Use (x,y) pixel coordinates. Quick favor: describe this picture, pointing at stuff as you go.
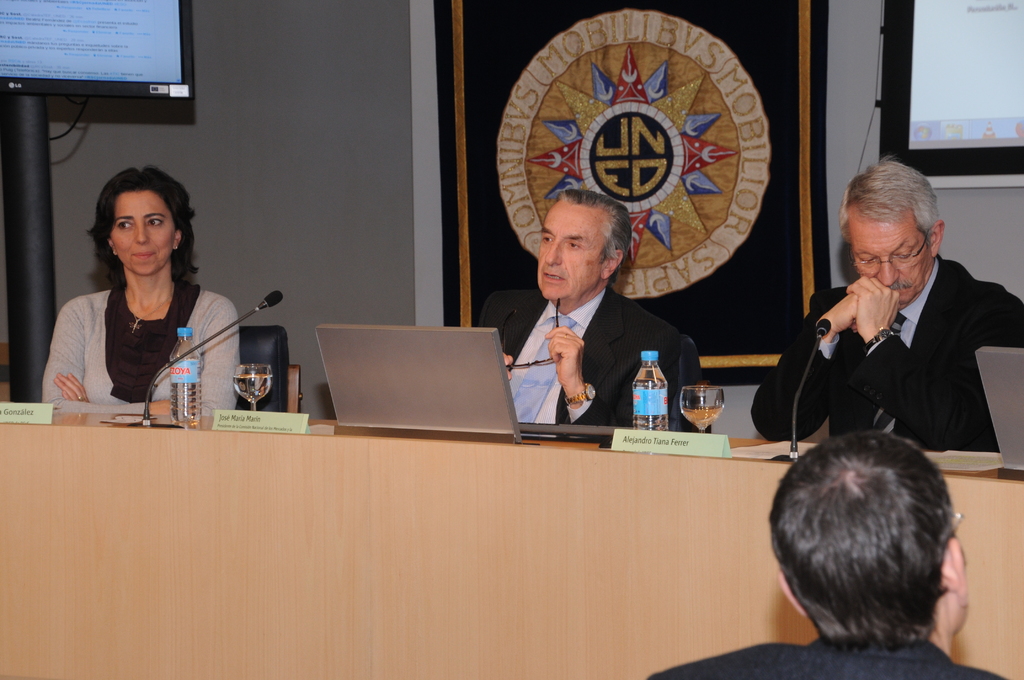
This is the picture of a place where we have three people (537,372) sitting on chairs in front of the table (460,475) on which there are some bottles (192,404), mics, name boards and beyond there are two screens (931,32) and a poster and there is a person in front of them.
